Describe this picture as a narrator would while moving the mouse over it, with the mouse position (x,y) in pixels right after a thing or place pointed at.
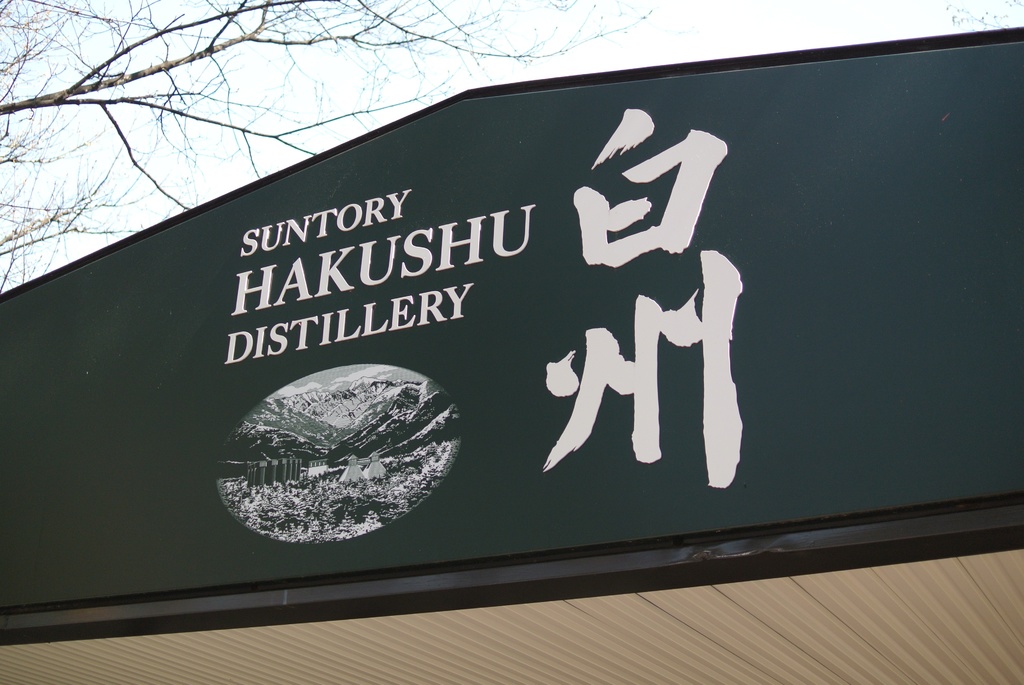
In this image we can see a name board (425,322), sky (172,207) and tree (129,101).
